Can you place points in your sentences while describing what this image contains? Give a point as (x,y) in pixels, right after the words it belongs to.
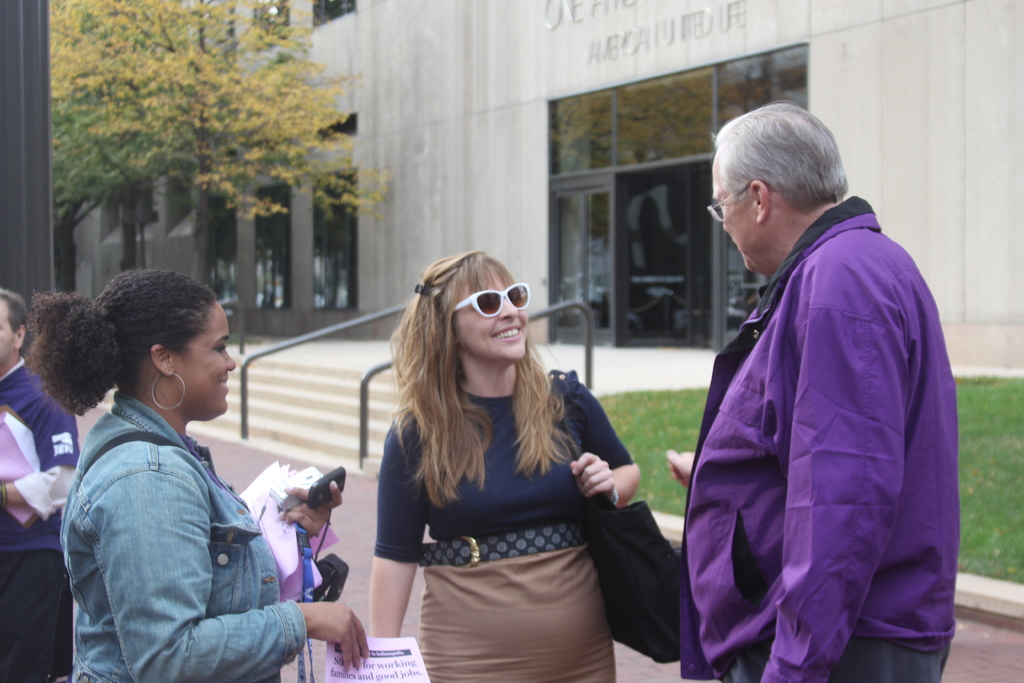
In this image there is a woman (528,501) in the middle (555,437). who is standing on the floor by holding the black handbag (632,549). Beside her there is a man (822,438) who is speaking to her. On the left side (185,559) there is another woman (212,531) who is holding the papers (281,564) and a mobile (324,485). In the background (553,157) there is a building (617,131) with the entrance (634,217). In front of the entrance (636,214) there are steps (318,374). On the left side (155,135) top there is a tree (135,100).
